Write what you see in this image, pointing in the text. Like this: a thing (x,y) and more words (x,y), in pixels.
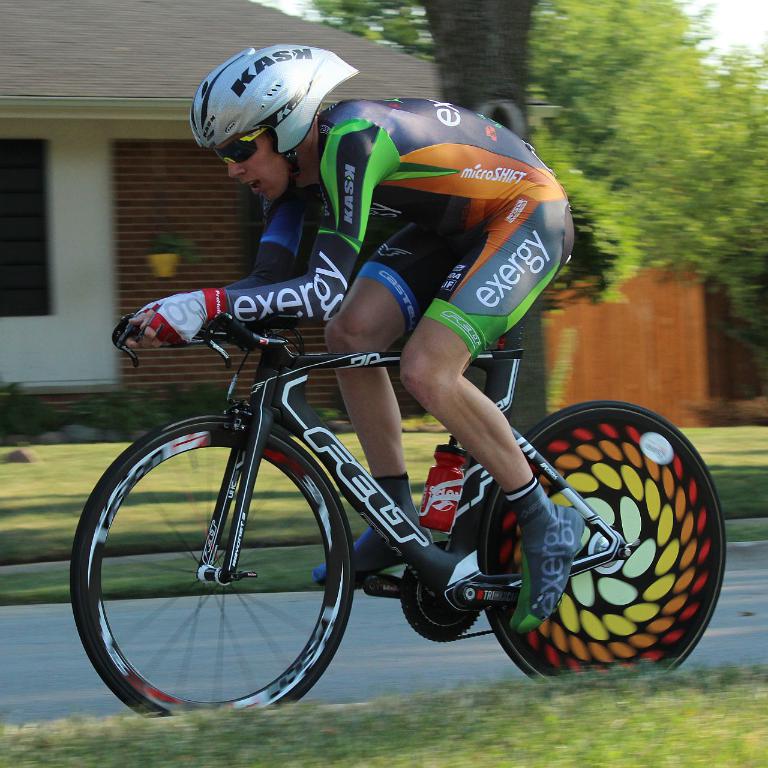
In this picture, we see a man (300,99) who is wearing the helmet (260,102) is riding the bicycle (490,557). At the bottom (495,706), we see the grass (534,723) and beside that, we see the road (388,675). On the right side (693,356), we see a door (668,327) or a building (638,334) in brown color. Behind that, we see the trees (632,116). On the left side (131,82), we see a flower pot (156,253) and a building (105,219) in white and brown color with a grey color roof (361,92).
